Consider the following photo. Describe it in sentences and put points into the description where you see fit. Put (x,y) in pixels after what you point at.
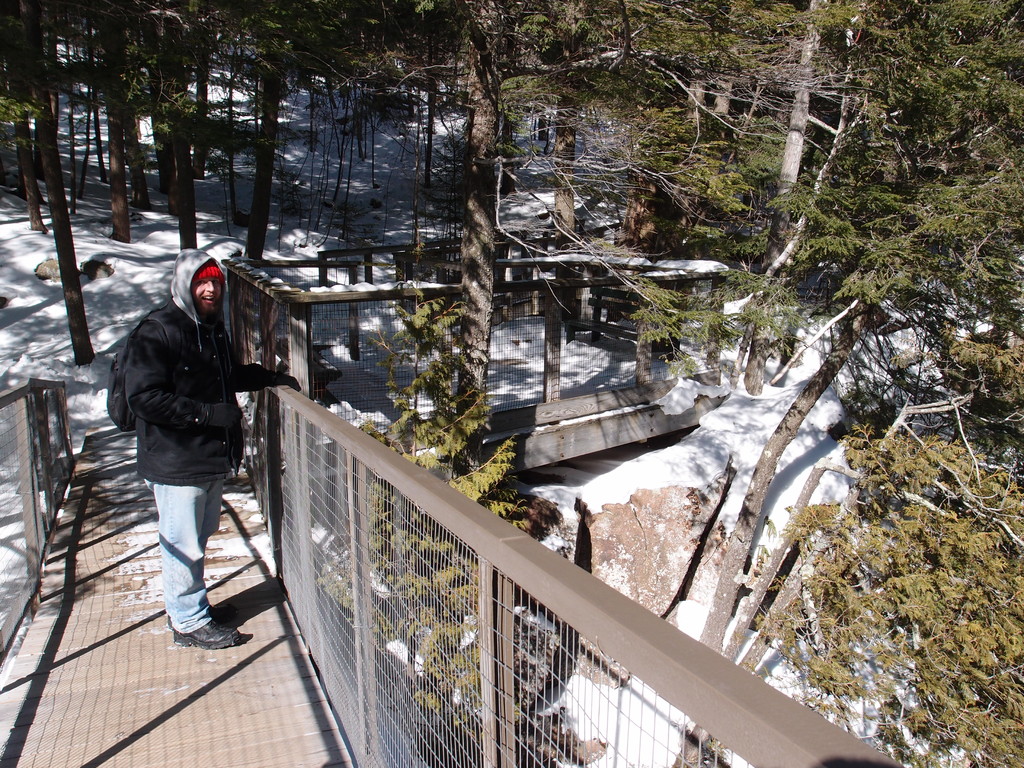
In this image, we can see some trees (831,156). There is a person (210,423) on the left side of the image (183,350) wearing clothes (207,336) and standing on bridge (170,638). There is a cage (539,363) in the middle of the image (497,311).
